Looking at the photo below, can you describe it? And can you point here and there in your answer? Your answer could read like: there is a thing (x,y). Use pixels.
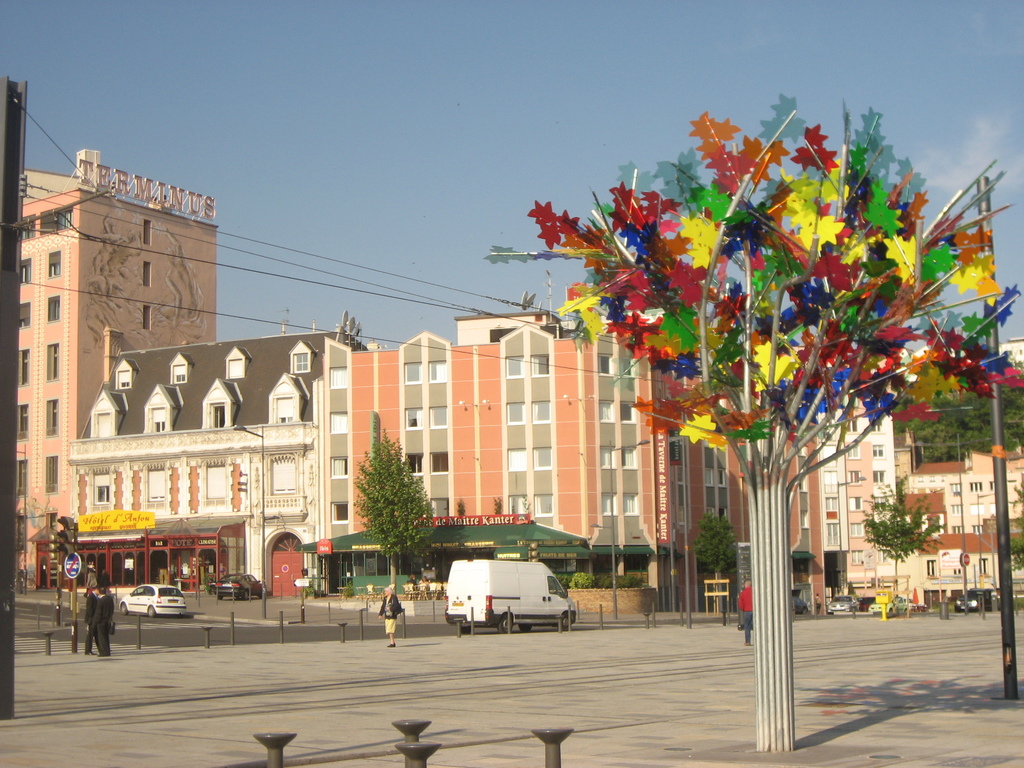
In this image there are a few people (108,615) walking on the pavement (312,693) and there are metal rods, sign boards (950,561), lamp posts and some structures (723,317) on the pavement (339,680), in front of the pavement (262,663) on the road (184,612) there are some vehicles (164,612), beside the road (197,613) there are trees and buildings (276,421), on the buildings (156,497) there are name boards (136,193), at the top of the image (139,247) there are cables (395,296).
